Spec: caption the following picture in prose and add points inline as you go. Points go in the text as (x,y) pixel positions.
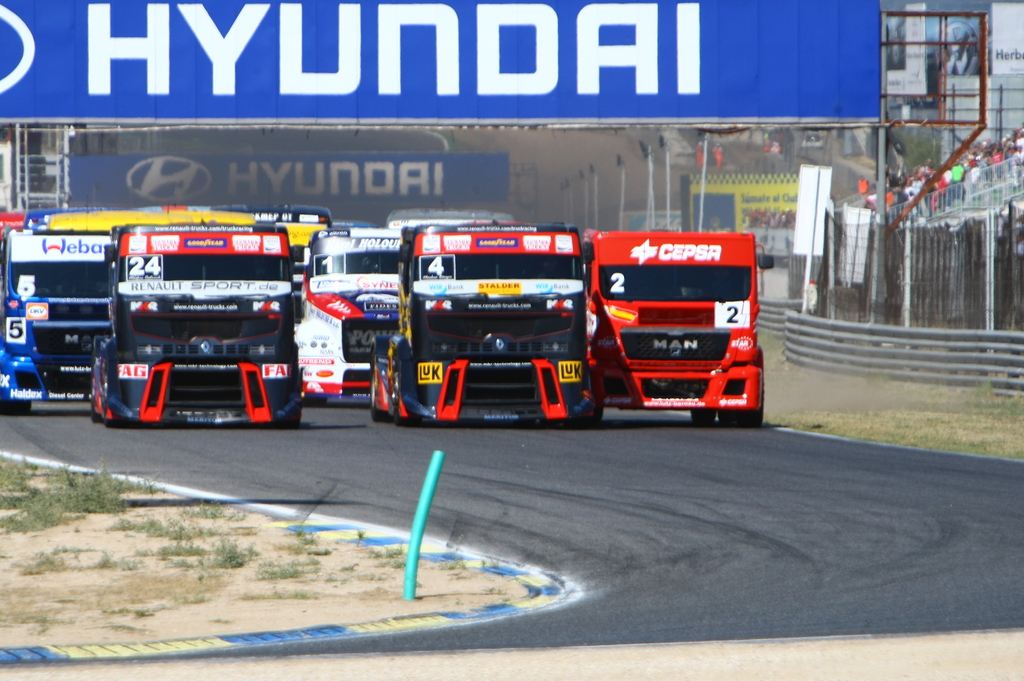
In this image we can see few vehicles (664,290) on the road (657,489), we can see the grass (892,422), on the right (941,320) we can see few people (990,162), metal fence (868,289), at the top (739,20) we can see some written text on the board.
